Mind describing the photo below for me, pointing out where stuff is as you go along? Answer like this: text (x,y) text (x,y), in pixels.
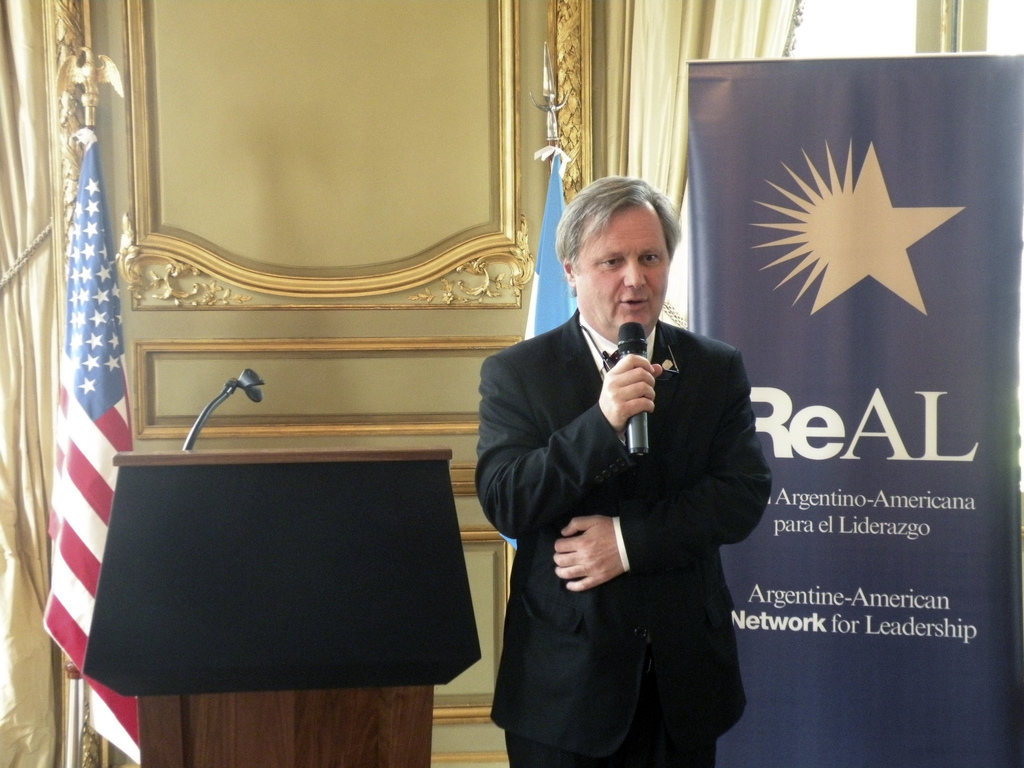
There is a man (537,407) standing and holding a microphone (640,342), behind him we can see banner (785,344), stand (202,423) above the podium (249,757), flags (93,268) and curtains (675,63).
